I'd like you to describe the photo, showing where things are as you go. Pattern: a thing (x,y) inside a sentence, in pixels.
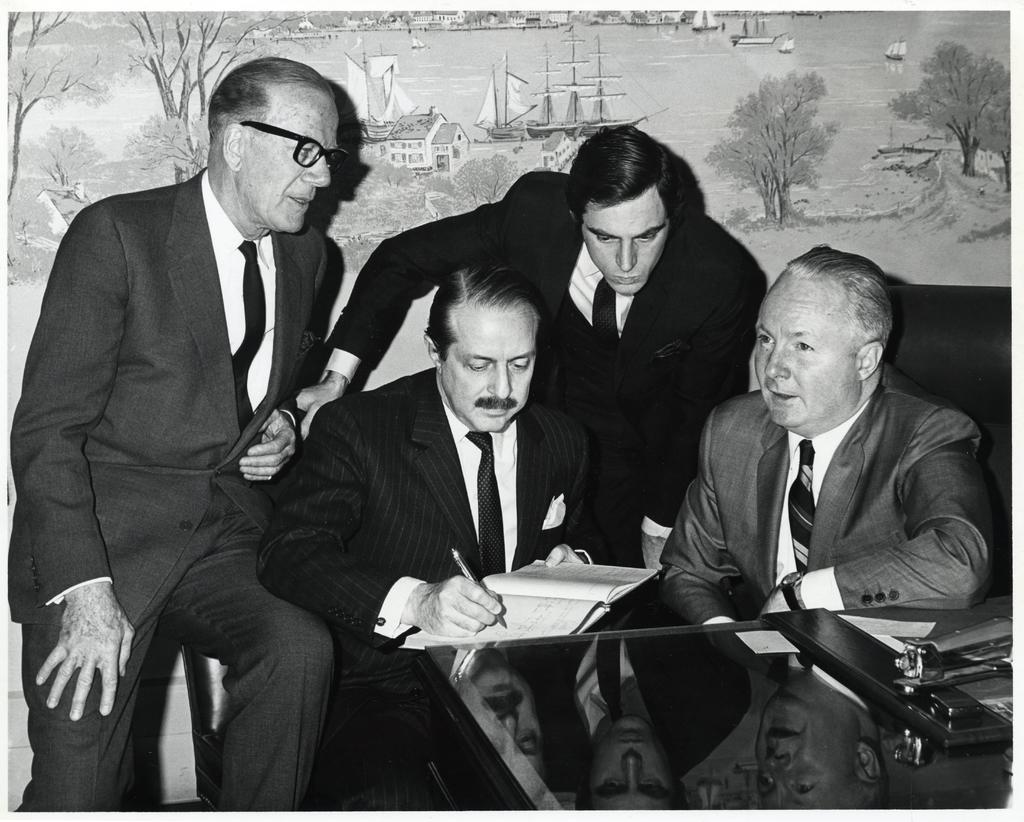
This is a black and white picture, in this image we can see a few persons (506,514), among them, one person (473,498) is holding a book (551,591) and writing, in the background (77,156), we can see the wall (878,169) with painting (859,167) of the trees (801,163), houses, boats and some other objects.
